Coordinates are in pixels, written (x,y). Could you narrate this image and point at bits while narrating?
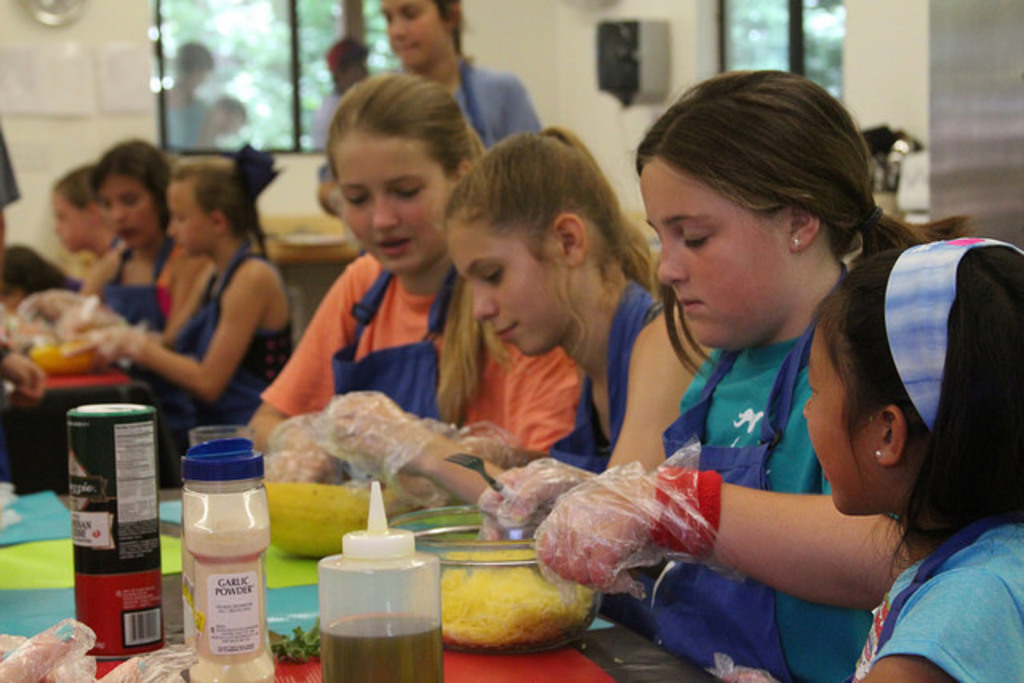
In the image we can see there are girls (567,484) who are sitting on the chair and in front of them there is a table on which there is a bowl (473,604) there are noodles (536,581) in it. The girls (575,541) are wearing plastic covers (349,434) in their hand (349,450). They are also wearing blue colour aprons (408,377) and there are squeeze bottle (376,598) and garlic powder bottle (223,569) on the table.
